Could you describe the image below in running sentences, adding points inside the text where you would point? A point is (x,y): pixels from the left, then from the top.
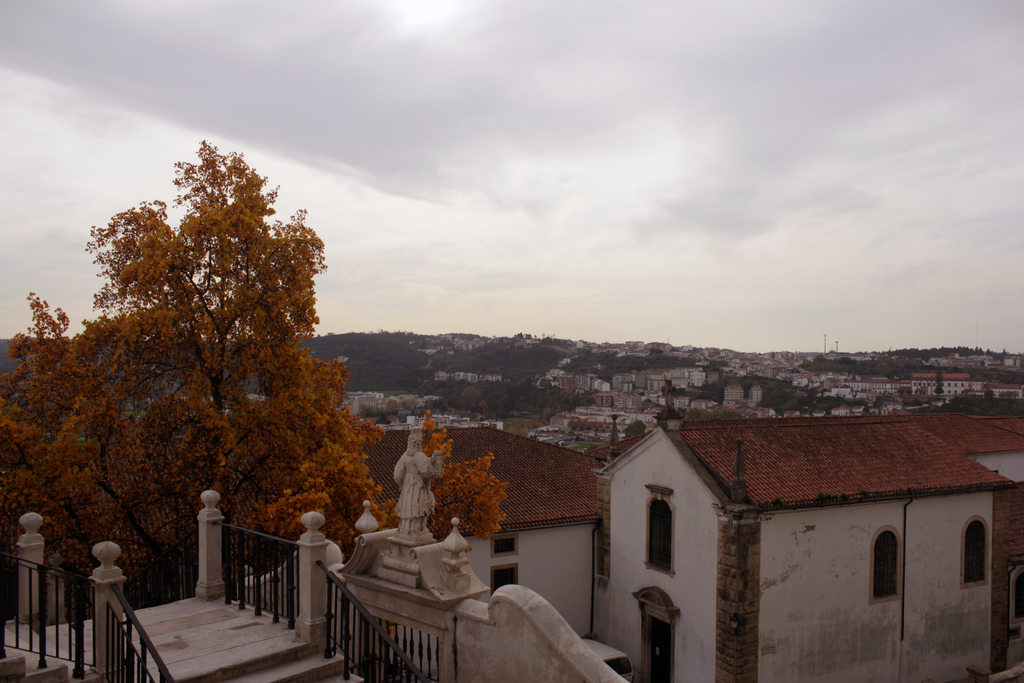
In this picture I can see some buildings (880,609), sculptures (420,491), staircases (316,603) with fencing (375,655) and also I can see some trees (159,415).
